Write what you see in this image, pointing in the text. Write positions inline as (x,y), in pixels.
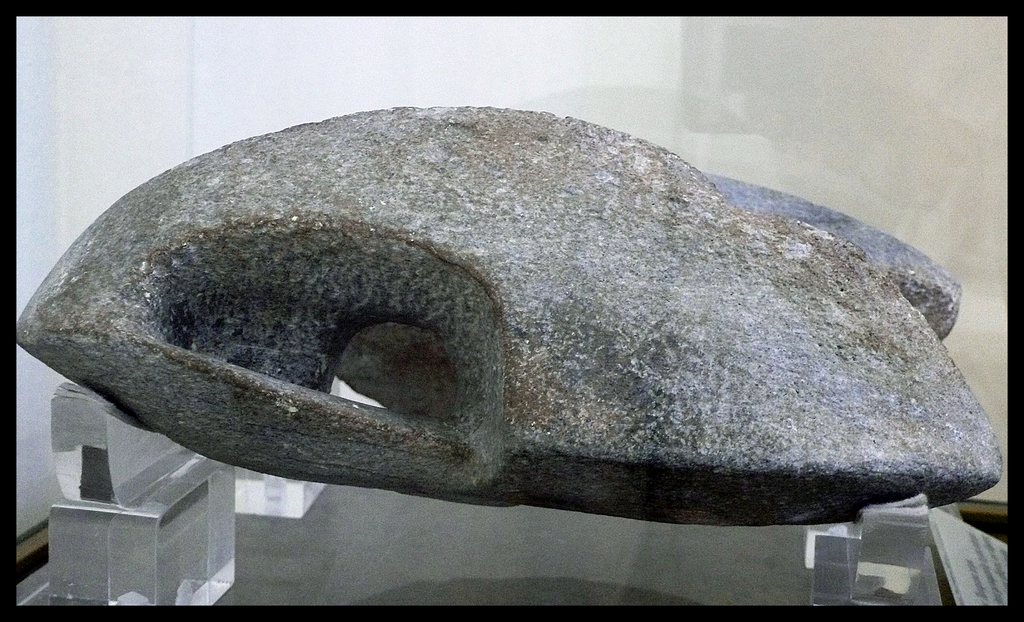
In this picture we can see a stone (515,200) on some glass objects (226,531). Behind the stone (395,195) there is a wall (802,125).
